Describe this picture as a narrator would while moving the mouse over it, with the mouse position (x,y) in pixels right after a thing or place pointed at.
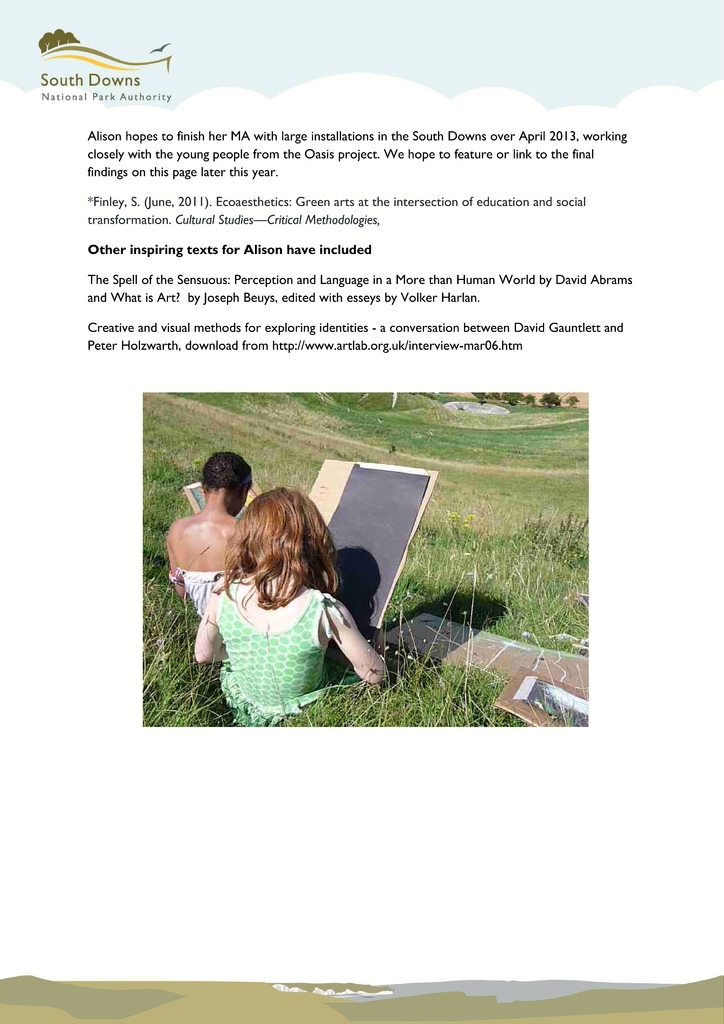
In this image there is a paper (83,714). In the center of the image (299,584) we can see two people (263,662) sitting on the grass (377,708). We can see cardboards (446,645) and there is text (197,253).
